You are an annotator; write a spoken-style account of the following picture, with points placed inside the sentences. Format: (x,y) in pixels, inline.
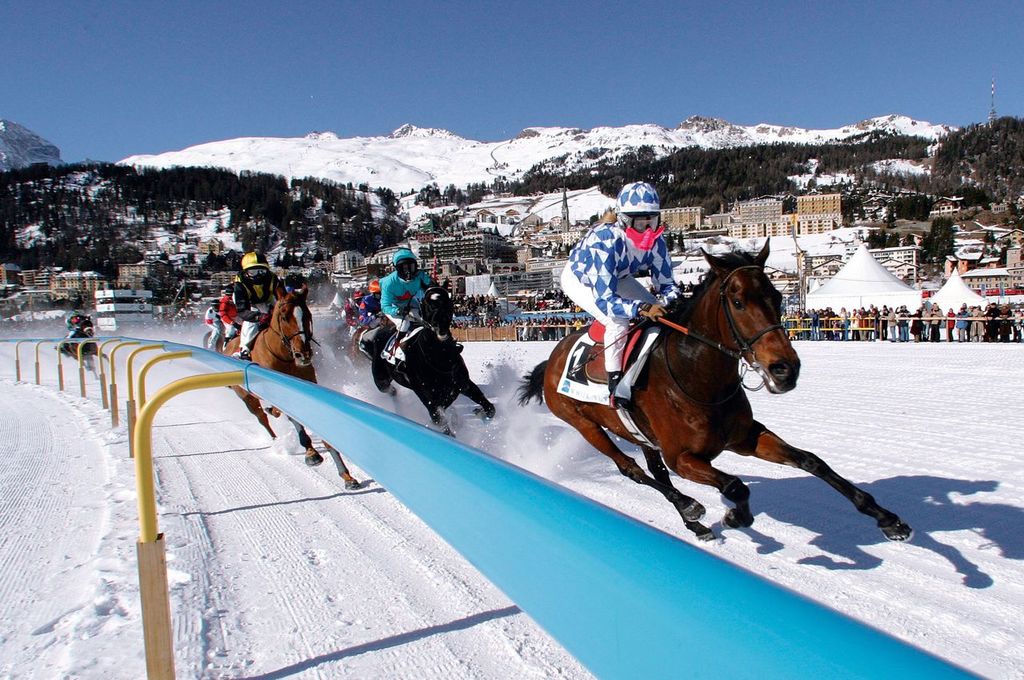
In this image few persons (585,262) are riding the horses (706,396). They are wearing helmets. Left side (326,389) there is a fence (149,440) on the land (406,572) which is covered with snow (873,527). Few people (844,309) are standing behind the fence (853,325). Behind them there are few tents (889,280). Background (988,270) there are few buildings (953,201) and trees (255,214). Behind there are hills (410,131). Top of the image (425,111) there is sky (672,67).
